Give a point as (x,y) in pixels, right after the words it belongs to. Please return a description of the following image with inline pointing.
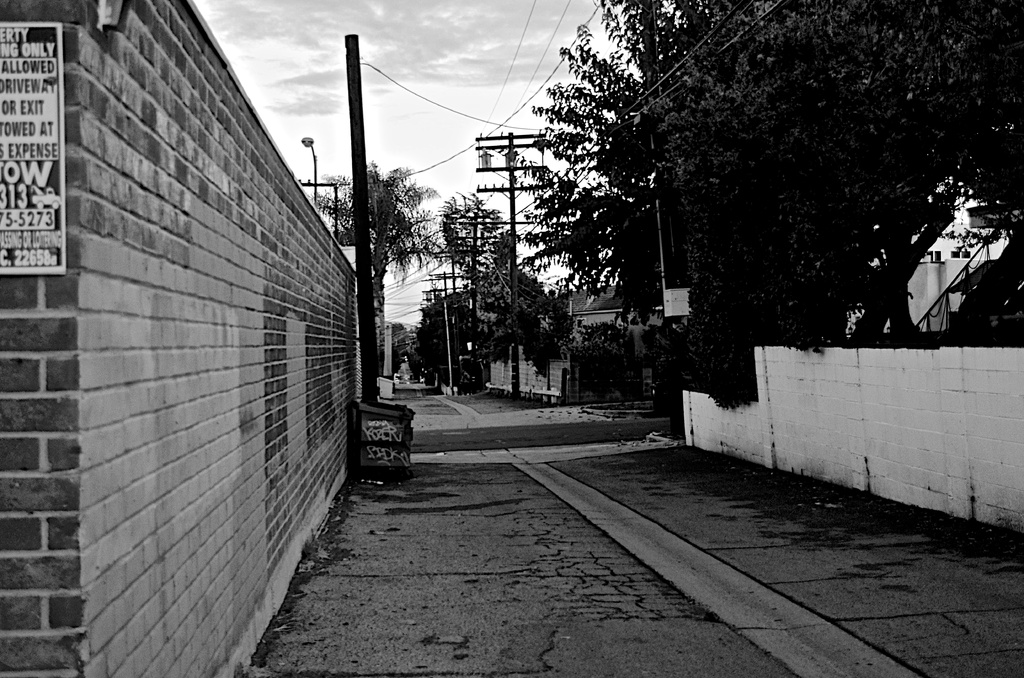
In this picture we can see few buildings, poles (512,234), cables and trees (765,216), on the left side of the image (49,136) we can see a poster (49,136) on the wall (66,182), we can see clouds (561,71) and it is a black and white photography.
